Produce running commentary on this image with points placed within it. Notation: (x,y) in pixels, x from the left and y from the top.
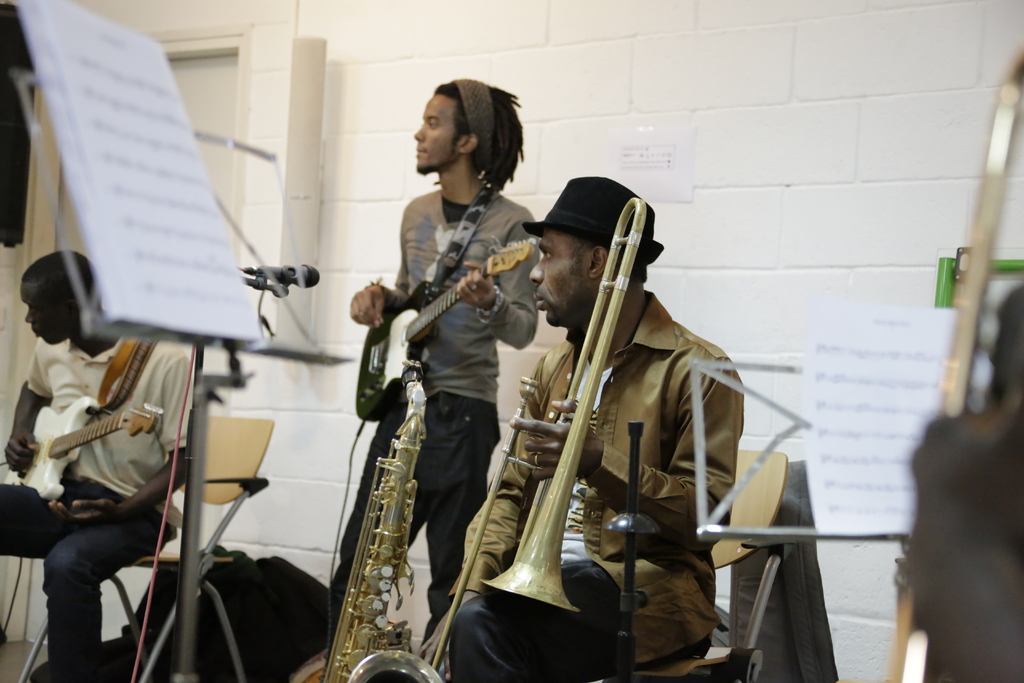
In this picture we can see three men (386,433) where two are sitting holding guitars (96,437), trombone (598,304) in their hands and here man (485,149) in middle (400,313) playing guitar (387,349) and in front of him there is mic (308,280) and in background (856,55) we can see wall (846,190).
